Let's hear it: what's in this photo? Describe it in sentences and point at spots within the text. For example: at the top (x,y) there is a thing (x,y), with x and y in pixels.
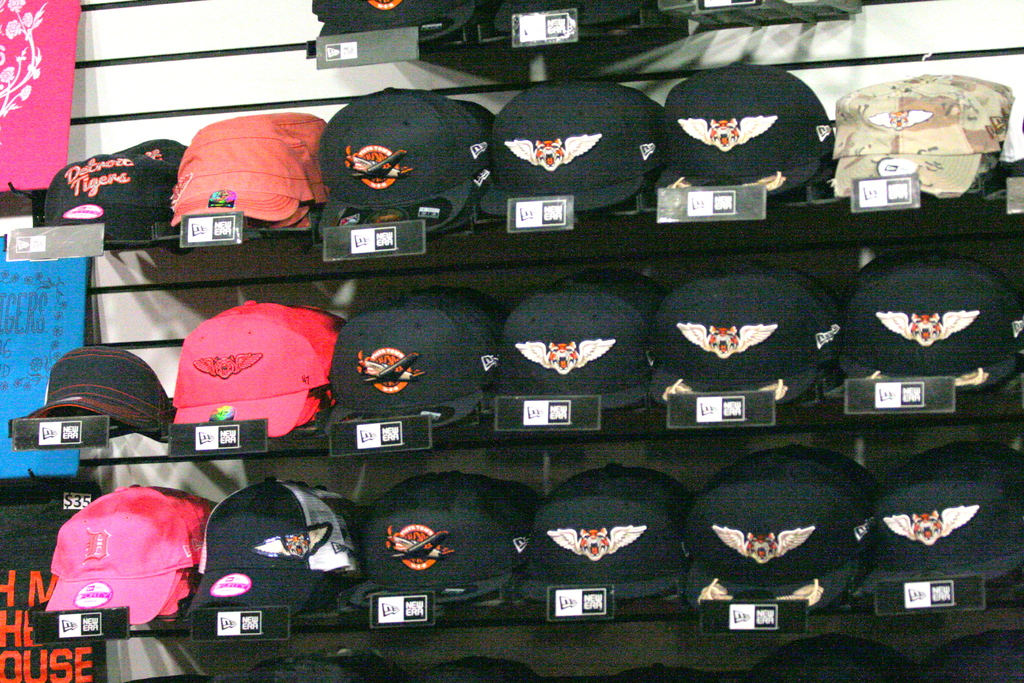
In the foreground of this image (105,561), there are different colored caps (595,346) in the rack (116,436) and price tags (240,240) to the rack (899,198). In the background (181,78), there is a wall (189,67) and few T-shirts (20,132) hanging on the wall (160,68).
